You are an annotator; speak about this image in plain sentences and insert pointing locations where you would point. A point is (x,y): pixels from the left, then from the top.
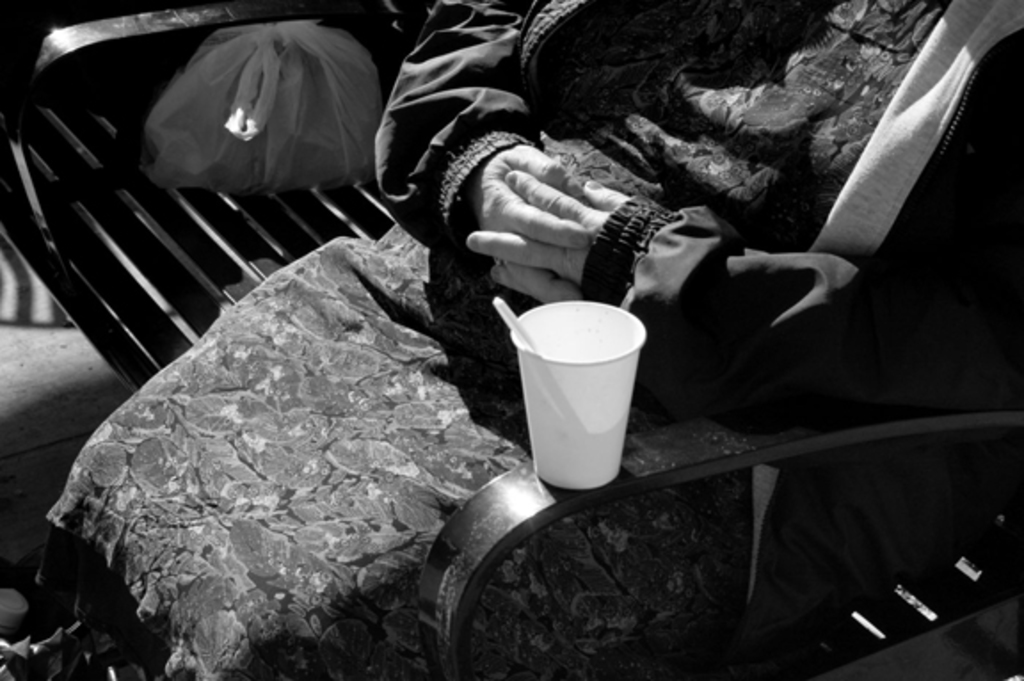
This is a black and white image, we can see a person (297,314) sitting on a bench (223,254). We can see a glass (557,430) with an object (521,341) placed on the hand rest (462,568) of a bench (466,555). At the top of the image (290,140), we can see a carry bag (329,127) on the bench (108,214). On the left side of the image (60,385), we can see the surface (41,454) and a few objects (21,595).
